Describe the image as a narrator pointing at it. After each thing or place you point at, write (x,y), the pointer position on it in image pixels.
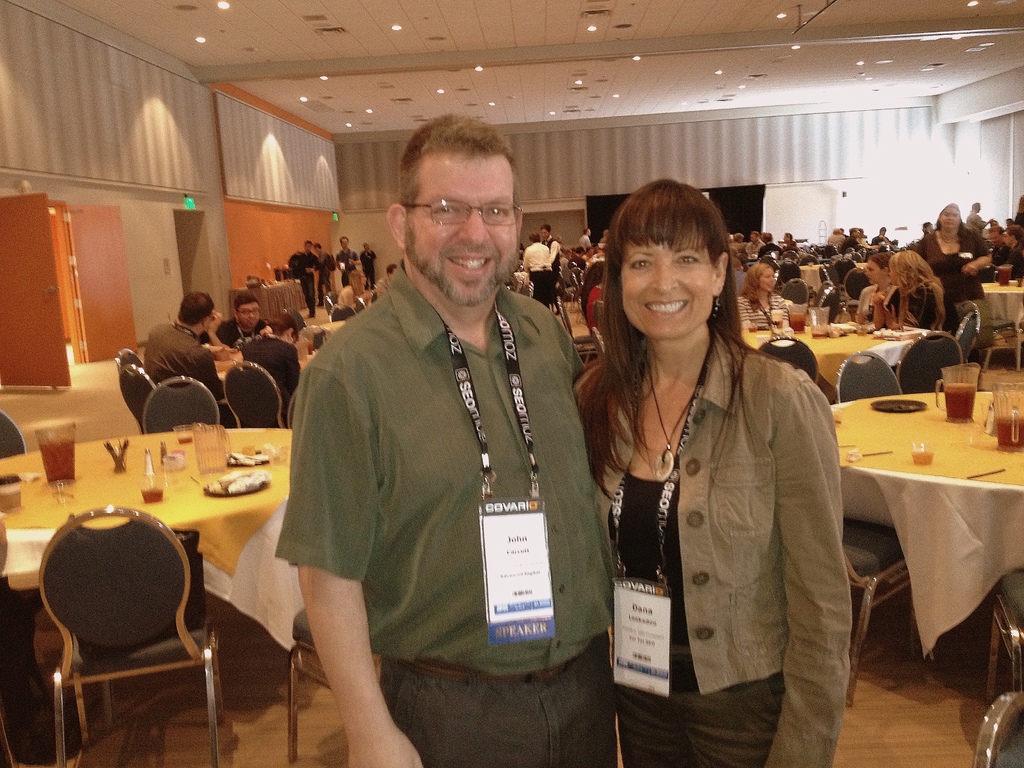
In the center (362,334) we can see two persons (520,437) were standing and they were smiling. In the background (971,313) we can see group of persons (959,297) were sitting on the chair (162,528) around the table (6,462). On table (246,608) there is a mug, glasses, knife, napkin (244,479) and food item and there is a wall (837,208), board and light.
